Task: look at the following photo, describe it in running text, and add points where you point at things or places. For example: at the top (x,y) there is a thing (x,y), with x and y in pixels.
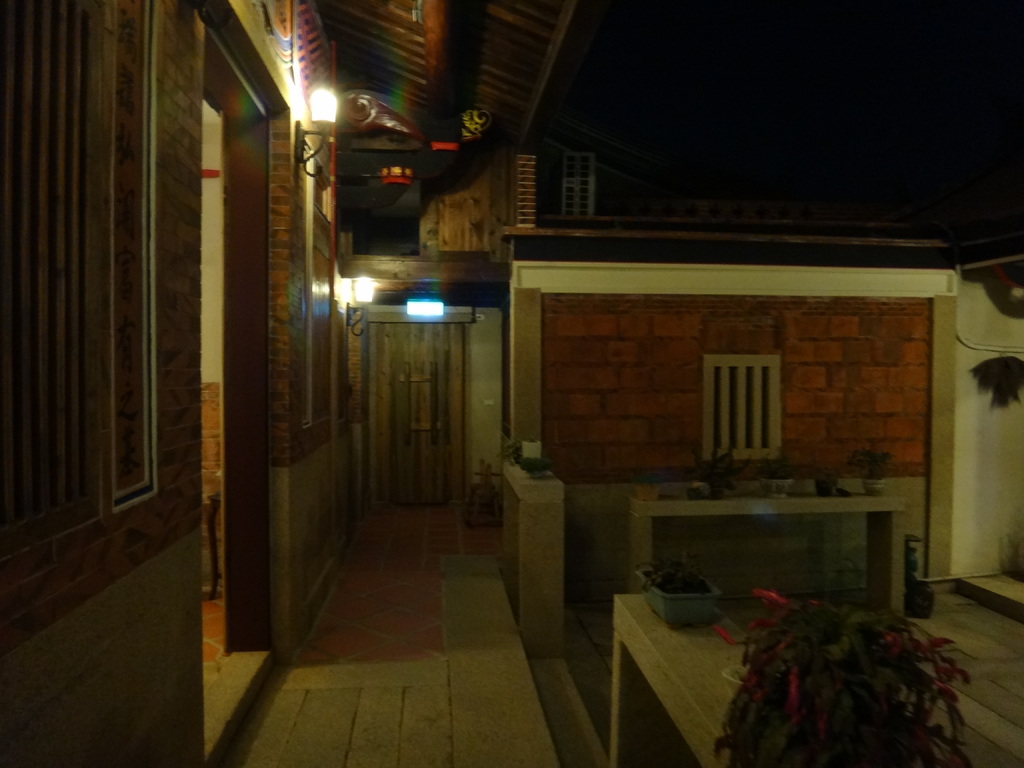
In the picture I can see a house (447,299) and there are few lights (327,123) in the background (408,311) and there is a table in the right corner (891,672) which has a plant (812,645) and some other objects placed on it and there are few other plants (883,461) in the background (863,462).
